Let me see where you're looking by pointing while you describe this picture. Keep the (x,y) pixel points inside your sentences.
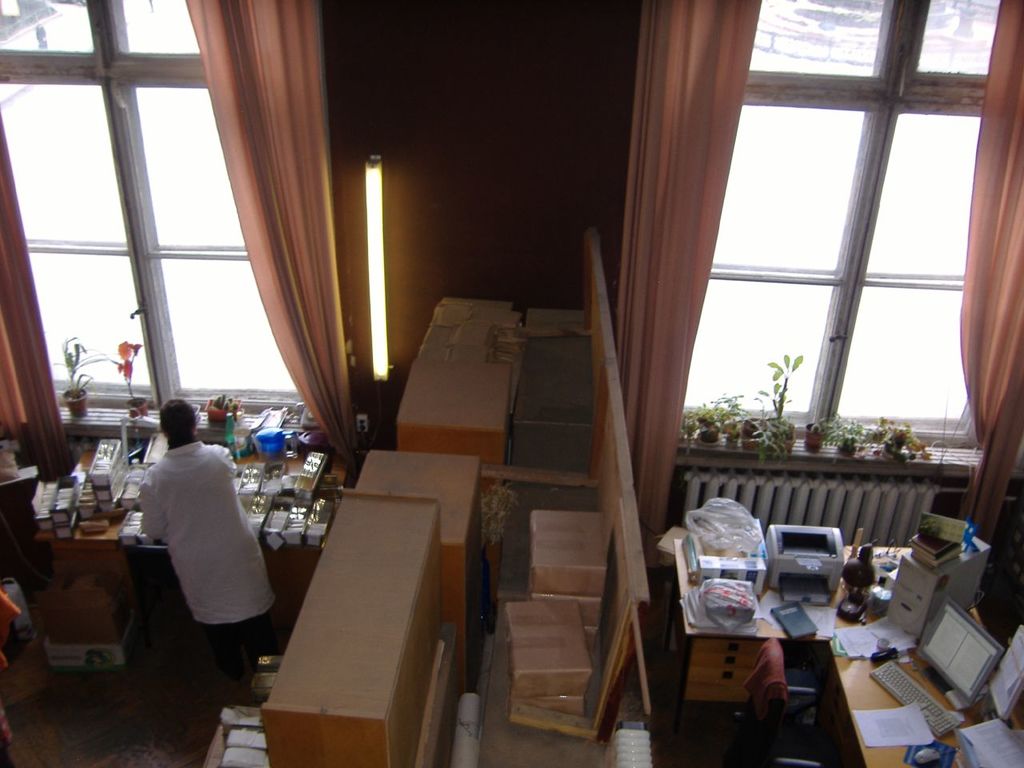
The picture is clicked inside a room (522,678) where there are objects (457,601) all over the place, in the middle (455,406) we find many cardboard boxes (438,534) and in the background (719,428) we observe few plants (706,430), glass windows (879,395) and a light (374,249). A man (181,420) is standing to the left side of the image (224,509) in front of the table (120,520).
